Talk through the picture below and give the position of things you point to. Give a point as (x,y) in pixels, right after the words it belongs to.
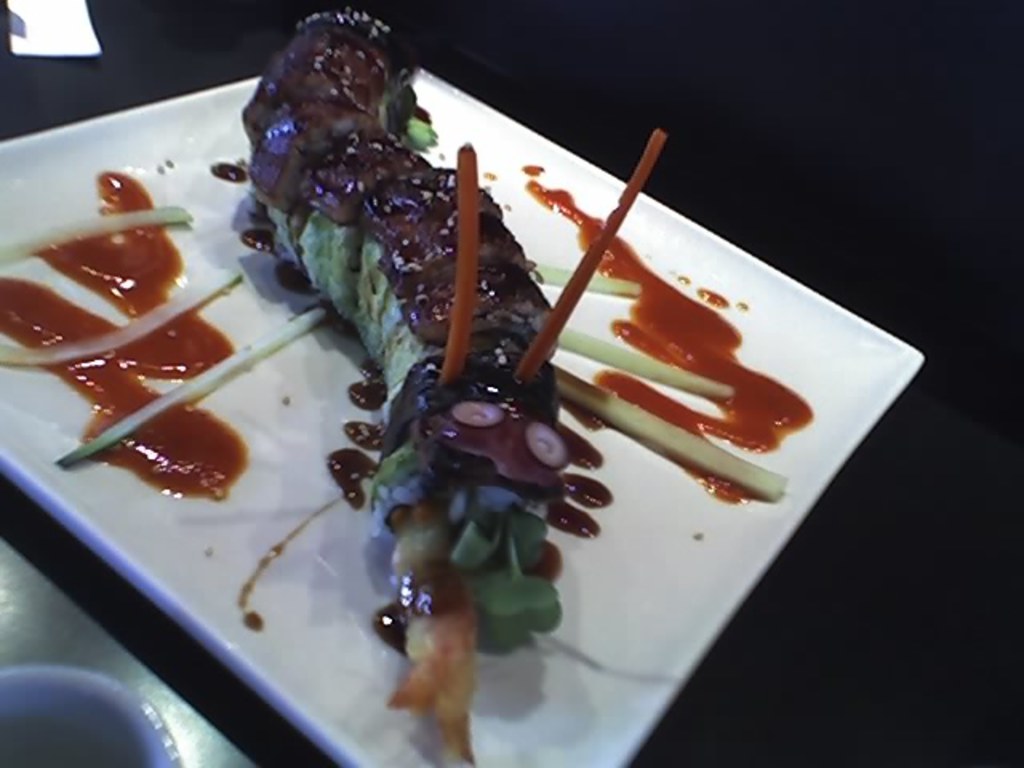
In this image we can see the food item (332,230) on a plate (84,198) which is placed on a table (946,108).
